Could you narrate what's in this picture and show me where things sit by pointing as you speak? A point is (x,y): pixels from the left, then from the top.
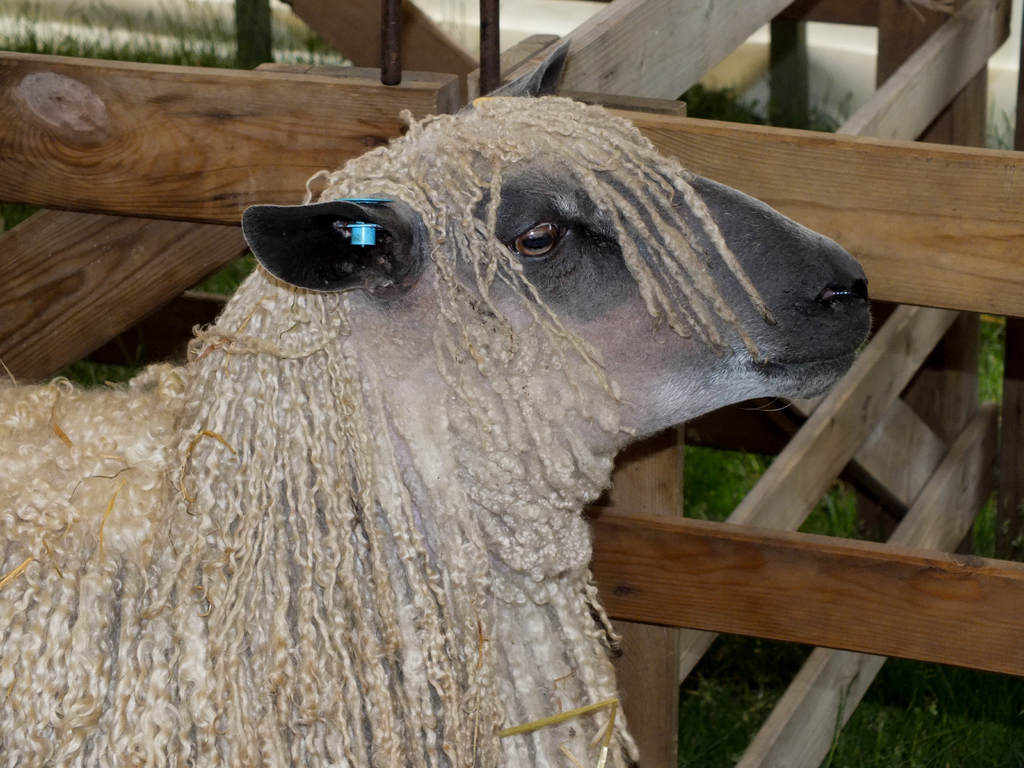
In this image in the foreground (281,379) there is one animal (504,522), and in the background (141,227) there is a fence (754,131) and grass (738,650).
